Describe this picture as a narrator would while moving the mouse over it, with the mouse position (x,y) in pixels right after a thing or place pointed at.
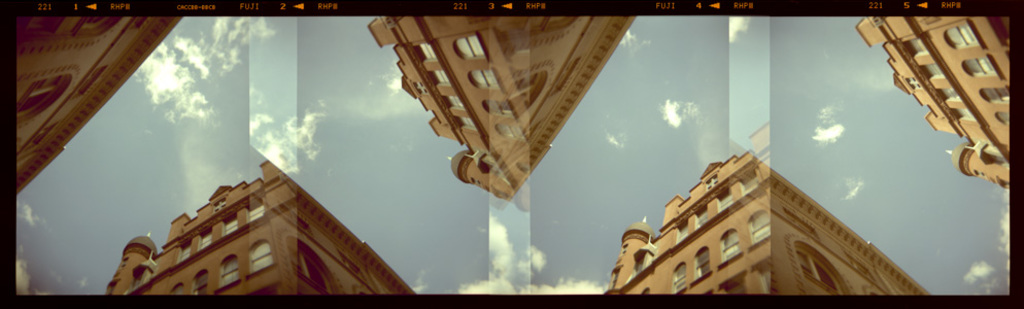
This looks like an edited image. These are the buildings (961,79) with windows (956,100). These are the clouds (156,67) in the sky (323,94).
